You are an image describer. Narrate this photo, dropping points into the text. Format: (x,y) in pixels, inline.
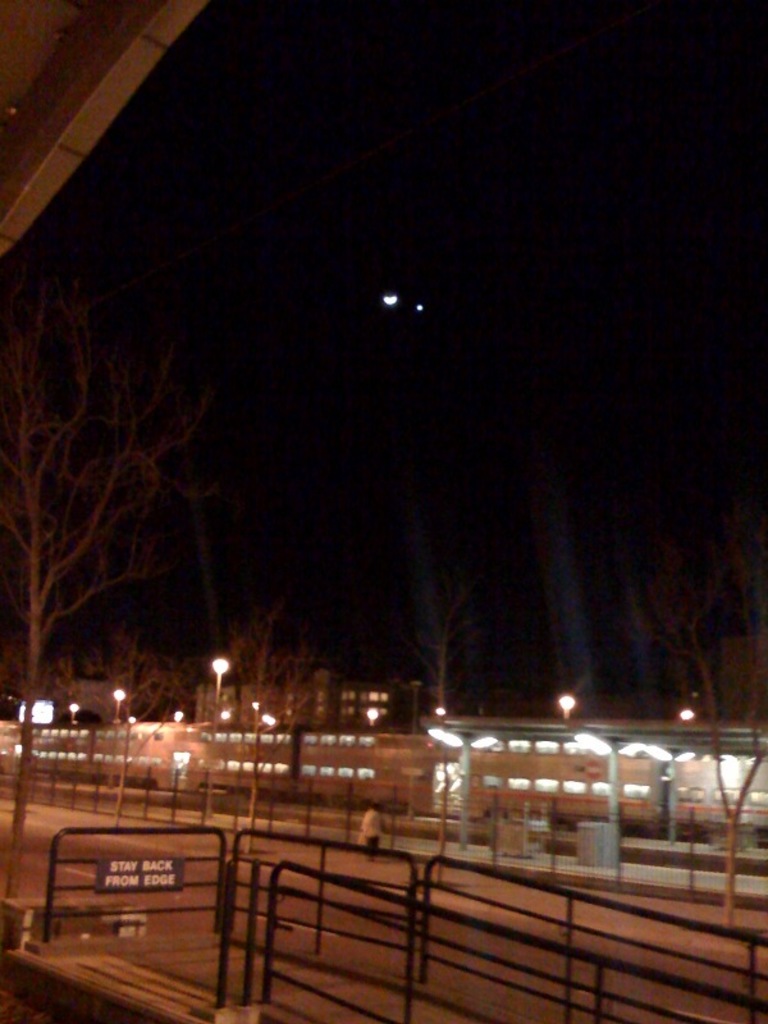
In this image I can see the railing (343,846). To the side I can see the person (371,841). In the back (30,732) there are many lights (598,742) and trees (54,450). And there is a black background (464,250).
